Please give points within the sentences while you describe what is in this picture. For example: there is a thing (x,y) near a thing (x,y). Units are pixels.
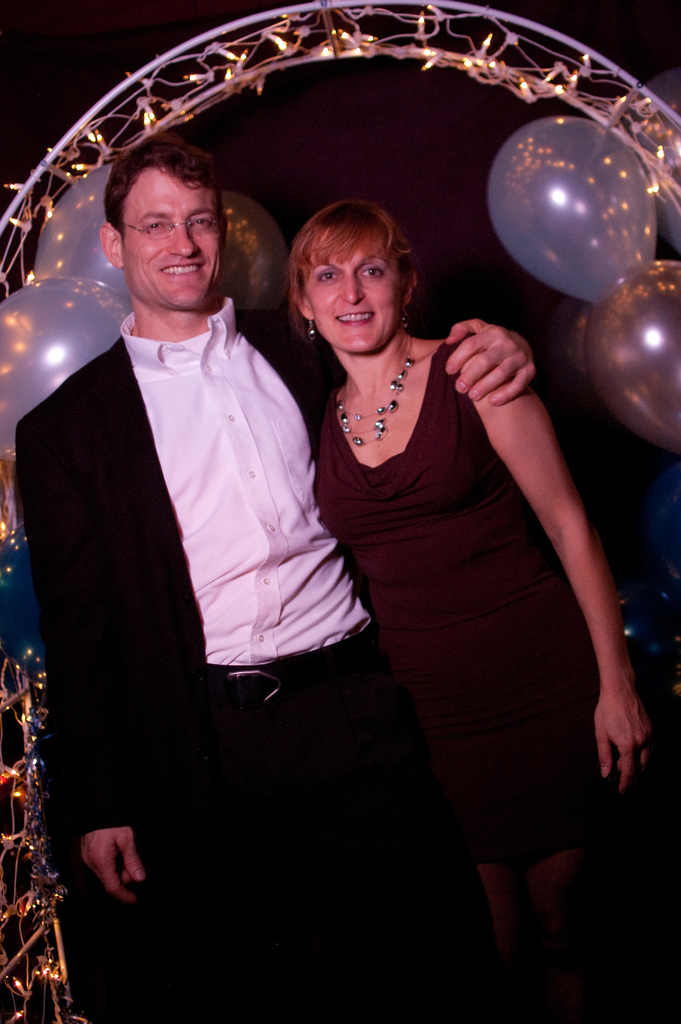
In this image we can see a man (302,616) and woman (439,559) standing. In the background (274,65), we can see the metal frame (282,62) with some lights (150,114) and balloons (636,317).
